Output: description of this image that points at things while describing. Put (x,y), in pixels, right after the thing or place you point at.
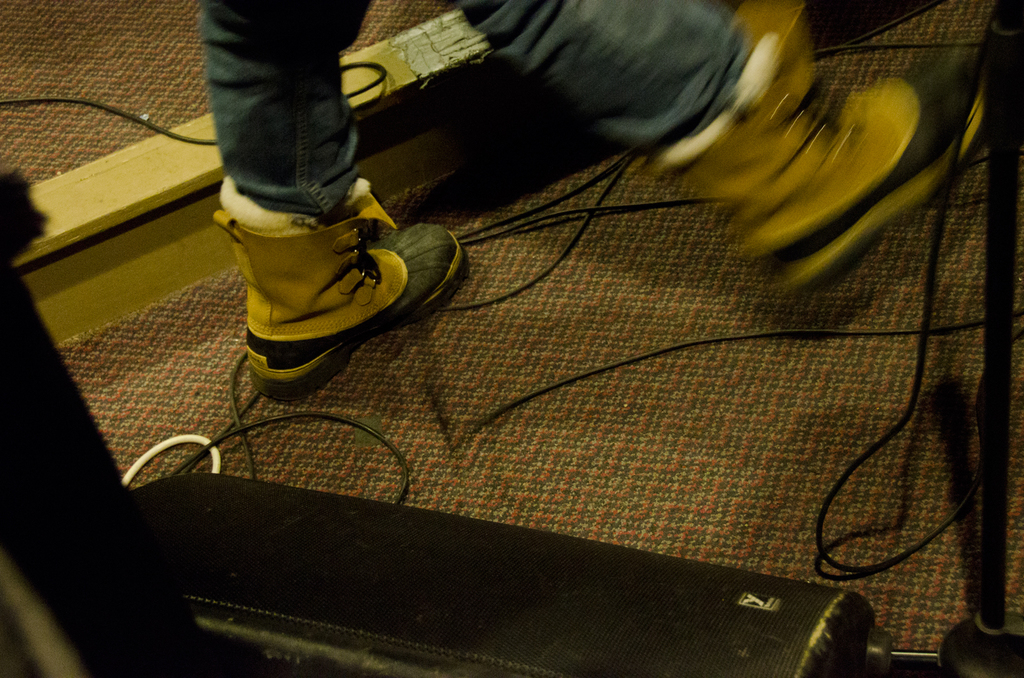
In this image there are legs (312,161) of a person (678,144). There are shoes (408,288) to the legs (295,107). On the floor (433,390) there are cables (280,419), a box (473,601) and a carpet (123,132).
